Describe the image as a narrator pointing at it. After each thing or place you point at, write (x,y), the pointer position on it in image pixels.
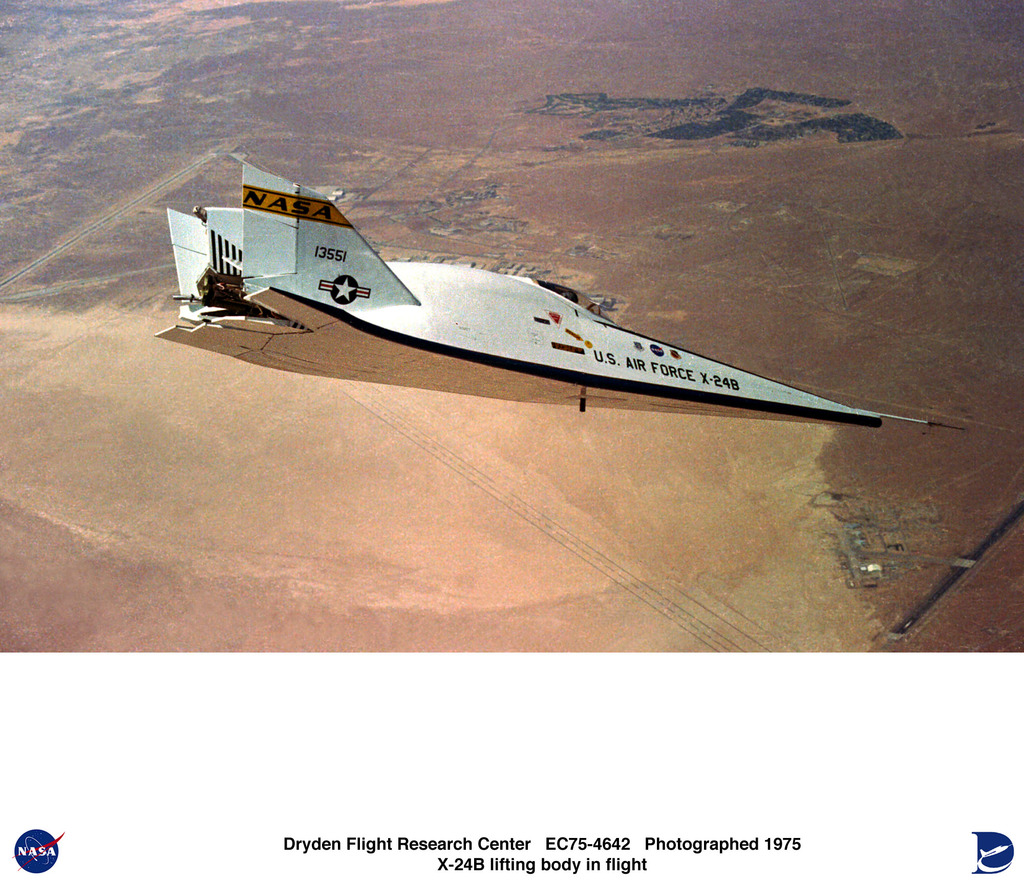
In this picture I can see a plane (476,308). I can see some text (600,847) in the bottom of the picture (675,848).
